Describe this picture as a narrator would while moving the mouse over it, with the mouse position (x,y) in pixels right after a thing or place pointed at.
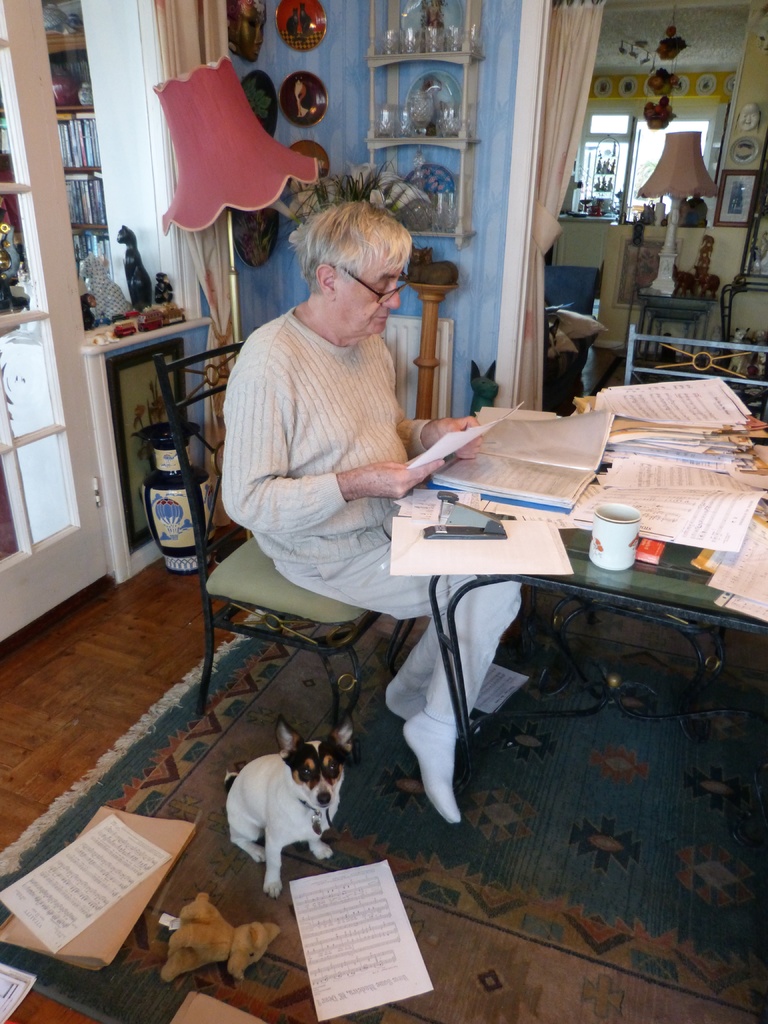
In the given image we can see a person (342,406) sitting on a chair (236,576). This is a table (668,514) on which many books (634,454) and paper (656,466) are kept. This is a teacup (607,535). This is a carpet (510,812) which is in dark green color, even a dog (287,784) is sitting on a carpet (262,752). This is a light lamp (213,177).
